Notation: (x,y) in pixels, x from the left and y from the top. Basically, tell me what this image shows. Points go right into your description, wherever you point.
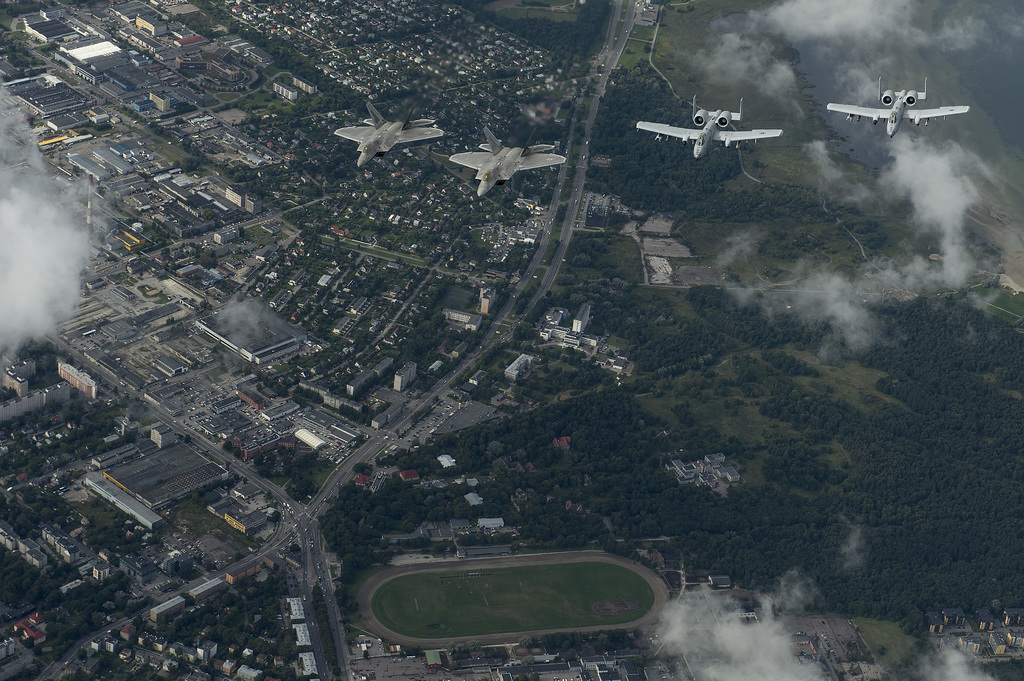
In this image, we can see aeroplanes (431,129) in the sky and in the background (390,268), there are buildings (280,298), trees (324,374), vehicles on the road (521,276) and there is smoke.
